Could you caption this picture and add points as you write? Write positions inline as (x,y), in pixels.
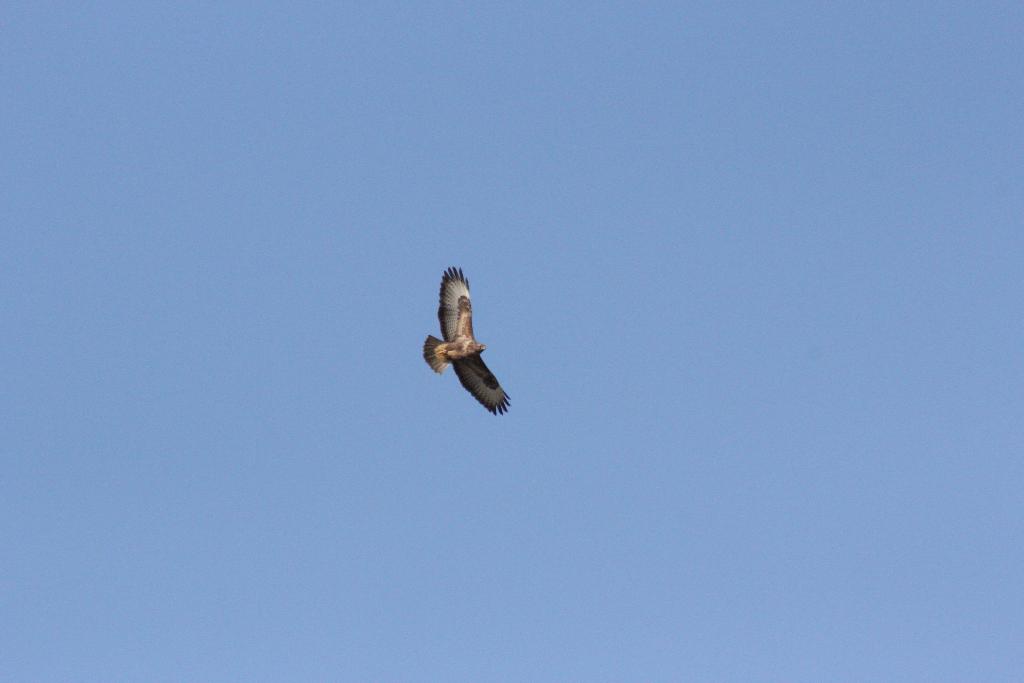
In this picture I see a bird (453,292) in the center (458,310), which is of black, white and brown in color and in the background (338,363) I see the clear sky (429,309).
